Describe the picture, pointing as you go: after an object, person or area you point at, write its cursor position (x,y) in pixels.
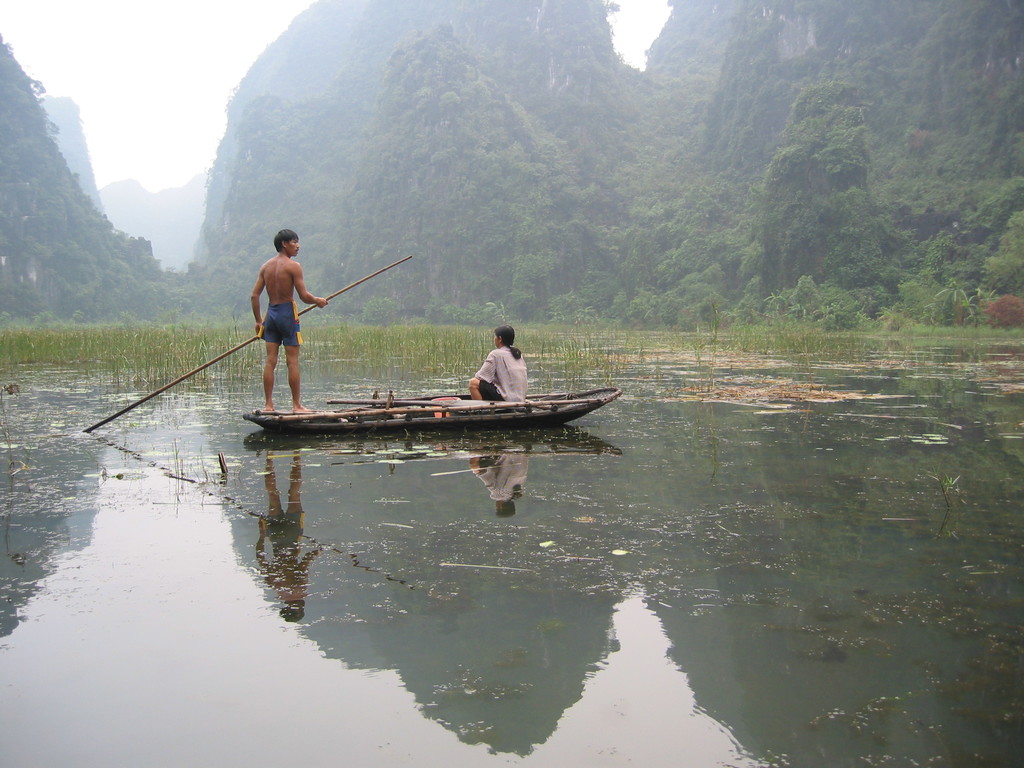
This image consists of two persons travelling in the boat (533,418). At the bottom (350,519), there is water (491,501). In the background (697,118), there are mountains (684,123) which are covered with plants (386,175) and trees (203,272). At the top (240,76), there is sky (62,32).
